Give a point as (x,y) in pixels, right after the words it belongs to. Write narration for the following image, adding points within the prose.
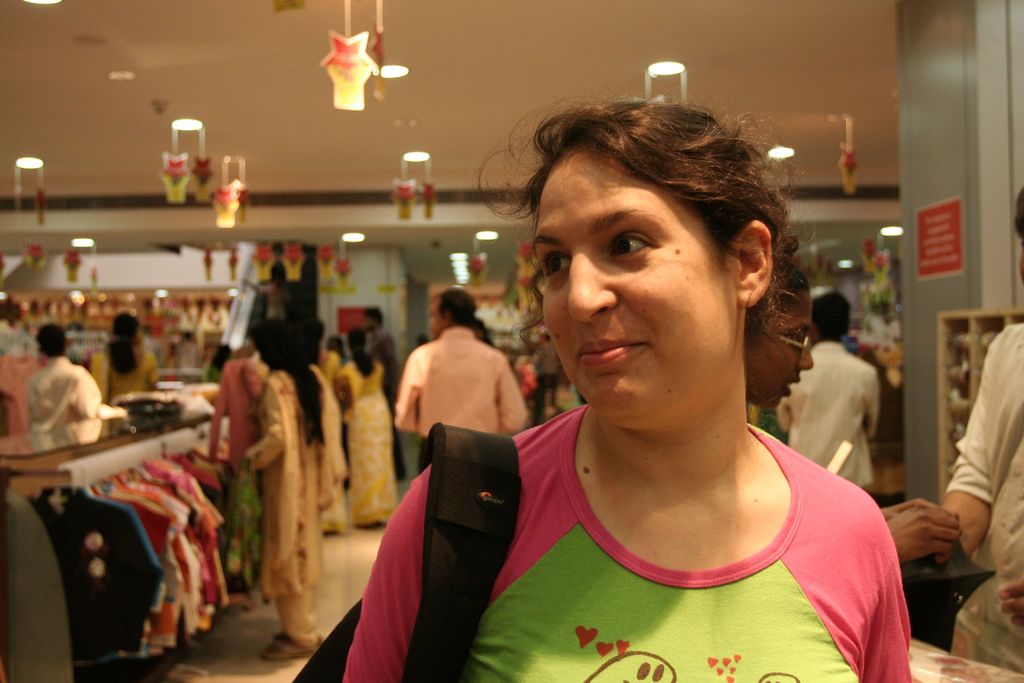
This picture shows an inner view of a store (288,195). we see clothes (162,532) hanging to the hanger (206,509) and we see few people (438,404) standing and we see a woman (713,444) standing and she wore a bag (475,495) and we see smile (598,349) on her face (614,345) and we see lights (345,80) to the ceiling (243,129).
